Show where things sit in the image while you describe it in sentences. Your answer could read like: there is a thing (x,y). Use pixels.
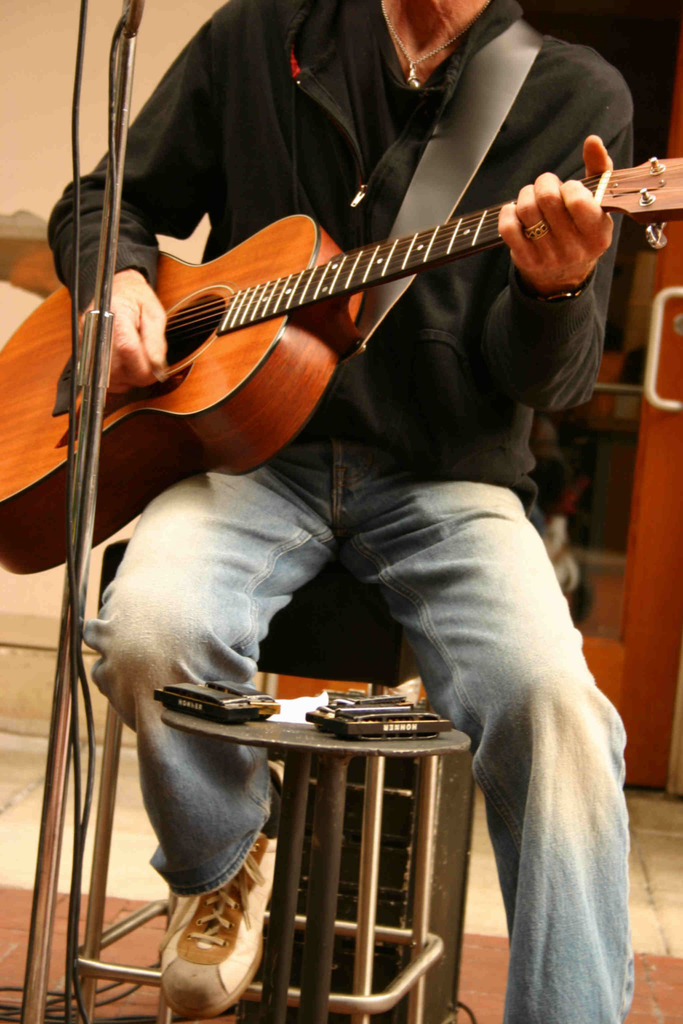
In this image, There is a person (535,604) sitting on the chair (337,588) and he is holding a music instrument (202,356) which is in yellow color, There is a table (312,727) is black color on that table (302,743) there are some objects (328,718).
